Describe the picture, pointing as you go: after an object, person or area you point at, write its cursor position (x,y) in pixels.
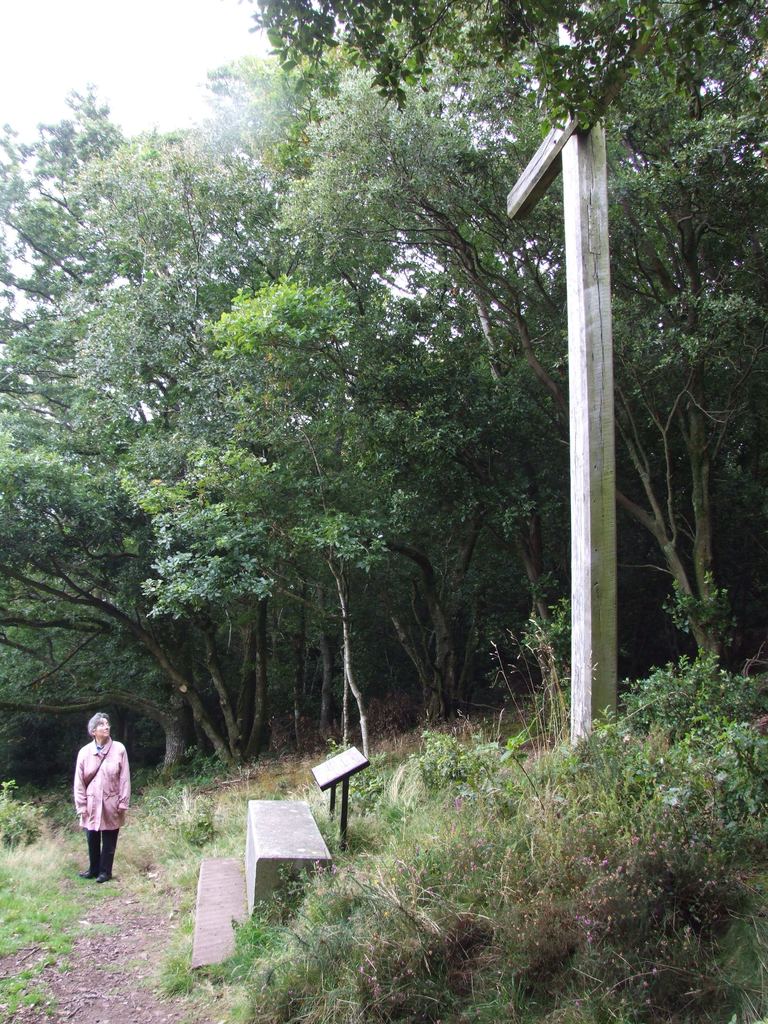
In this image I can see a person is standing on grass (171,867), bench (276,890), plants (382,861), board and a pole (586,659). In the background (48,21) I can see trees (286,519) and the sky (29,63). This image is taken may be in the forest (244,724).
